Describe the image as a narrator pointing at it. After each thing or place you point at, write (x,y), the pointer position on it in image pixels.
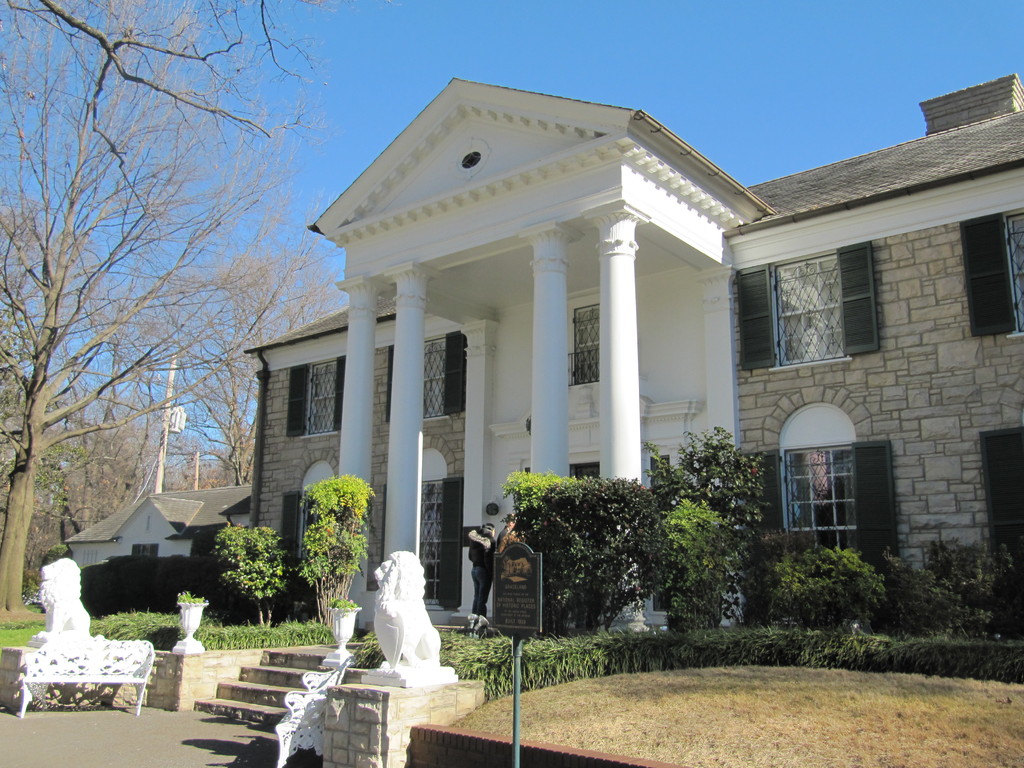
In this picture we can see a building (860,351), windows (843,447), poles (519,720), board (509,556), plants (554,596), trees (62,533), pillars (347,438), and sculptures (46,640). This is grass (808,701) and there are two persons (505,526). In the background (664,76) there is sky (629,47).
